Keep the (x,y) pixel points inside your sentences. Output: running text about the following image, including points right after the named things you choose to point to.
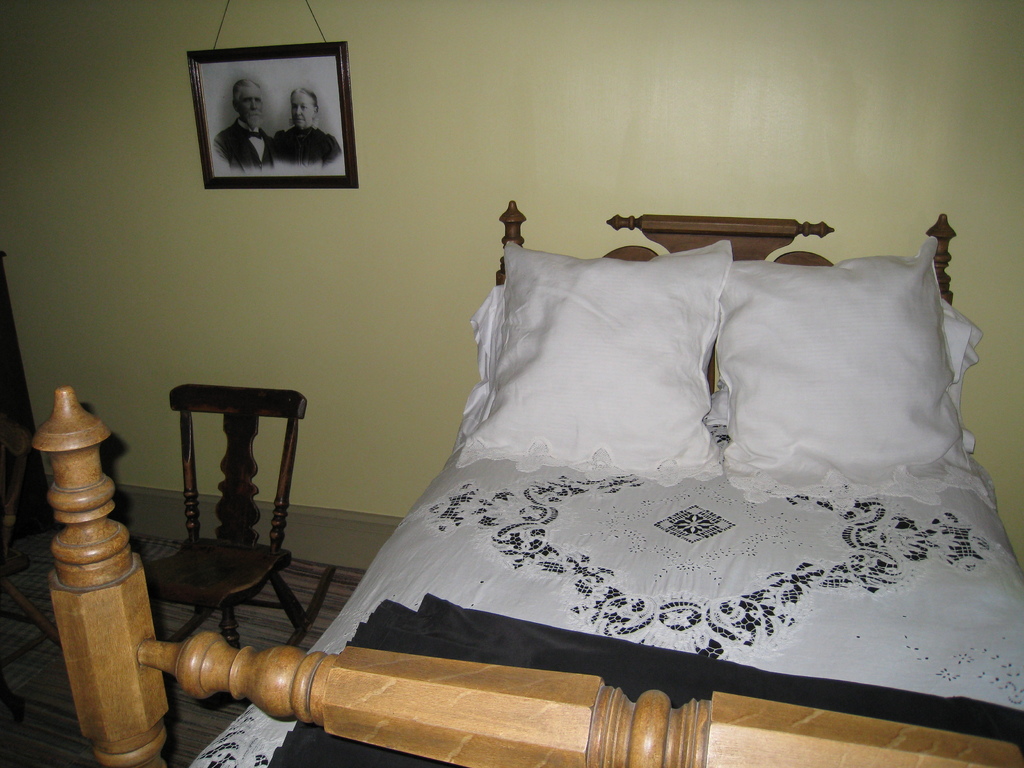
In a room (805,504) there is a bed (805,508) with pillows (830,428) on it. Beside that there is a chair (242,599) and photo frame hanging on wall (398,239).
